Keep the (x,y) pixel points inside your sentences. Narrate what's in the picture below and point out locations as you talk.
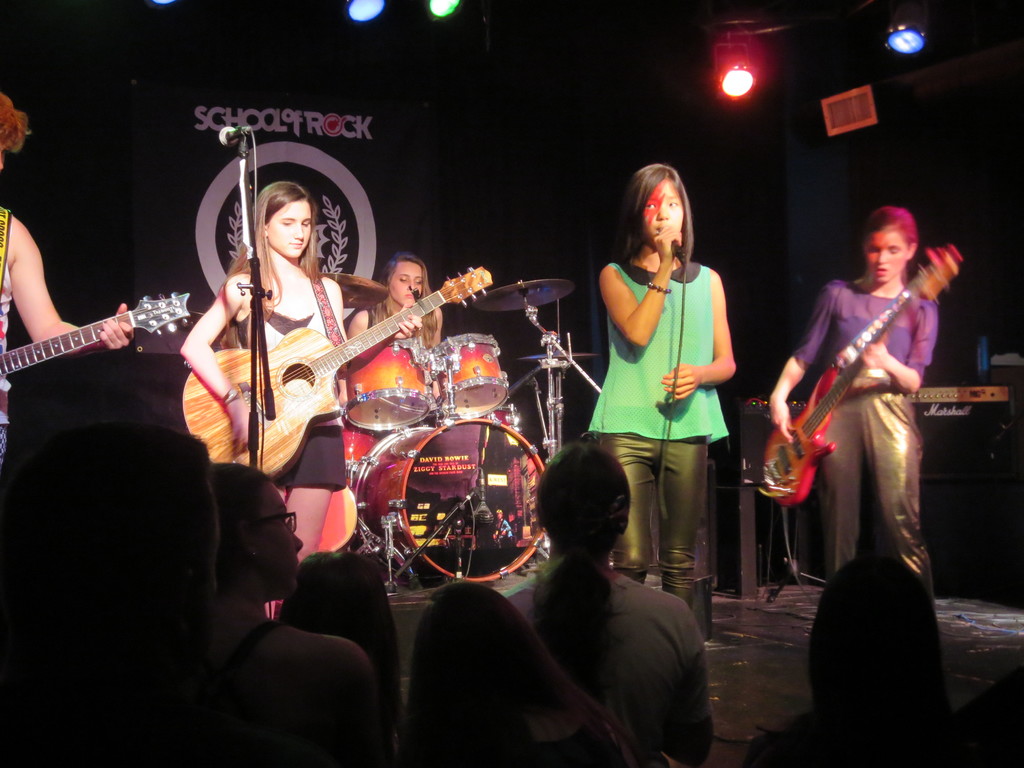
In this image there are group of people (363,620) and some of them are standing and some of them are sitting on the stage (719,596) there are some people (799,350) who are standing on the right side (884,366) there is one woman (880,306) who is standing and she is holding a guitar (796,473). Beside her there is another woman (677,412) who is standing and she is holding a mike (671,247) and it seems that she is singing. On the left side (273,243) there is another woman (279,298) who is standing and she is holding a guitar (294,356) in front of her there is one mike (241,143) beside her in the middle (396,309) there is another woman (378,316) who is sitting and in front of her there are drums (418,372) and on the left side (23,284) there is another person (23,314) and he is holding a guitar (79,338). On the top (874,64) there is ceiling (933,33) and lights (737,76) are there.
